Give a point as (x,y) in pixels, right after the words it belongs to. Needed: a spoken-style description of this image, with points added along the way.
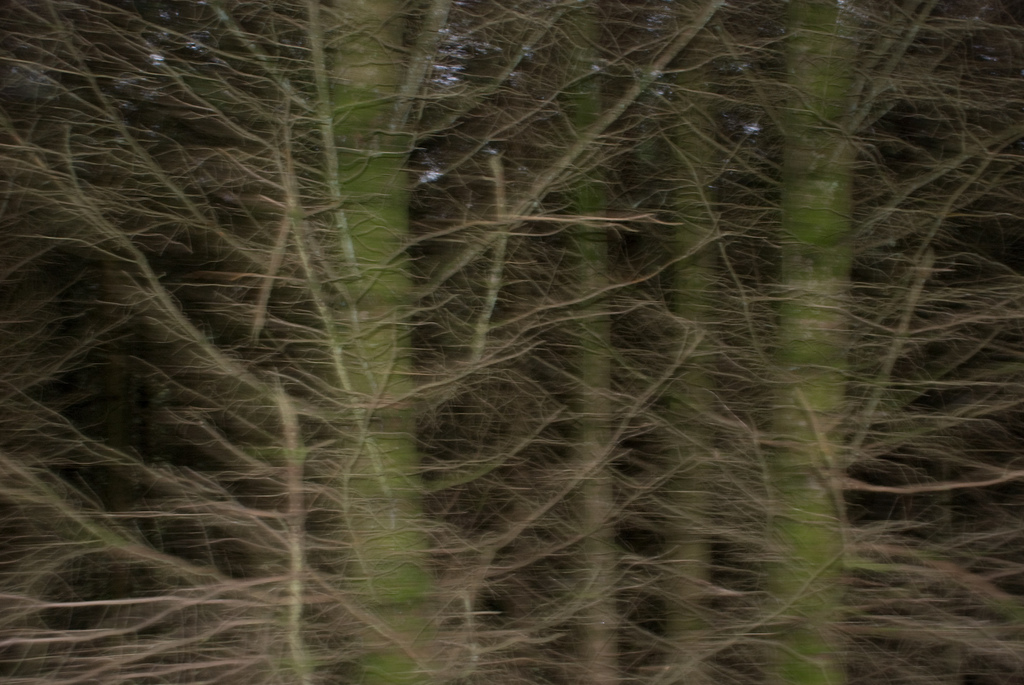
In this image, we can see some stems (289,490) and branches (223,349) of the trees (222,167), there are some green color trees (781,353).
